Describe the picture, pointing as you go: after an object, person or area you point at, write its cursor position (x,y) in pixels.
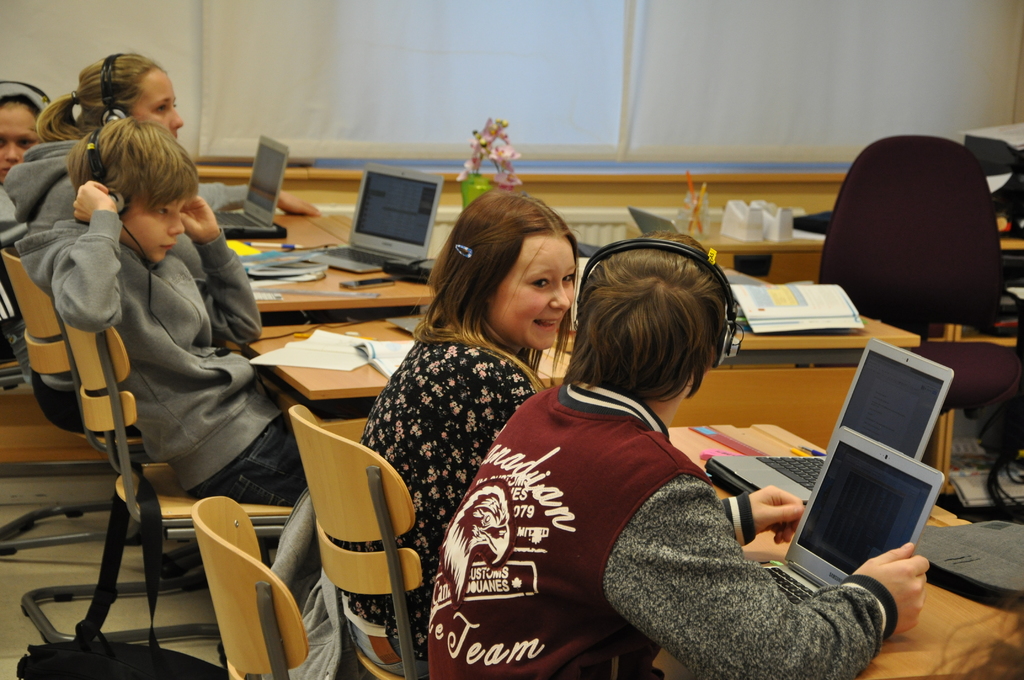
The image is taken in a classroom (622,226). In this image there are tables (286,332), chairs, books (381,342), laptop (414,255), people (142,198), headphones (100,173) and other objects (1022,510). In the background (492,55) we can see window blinds (310,77).
